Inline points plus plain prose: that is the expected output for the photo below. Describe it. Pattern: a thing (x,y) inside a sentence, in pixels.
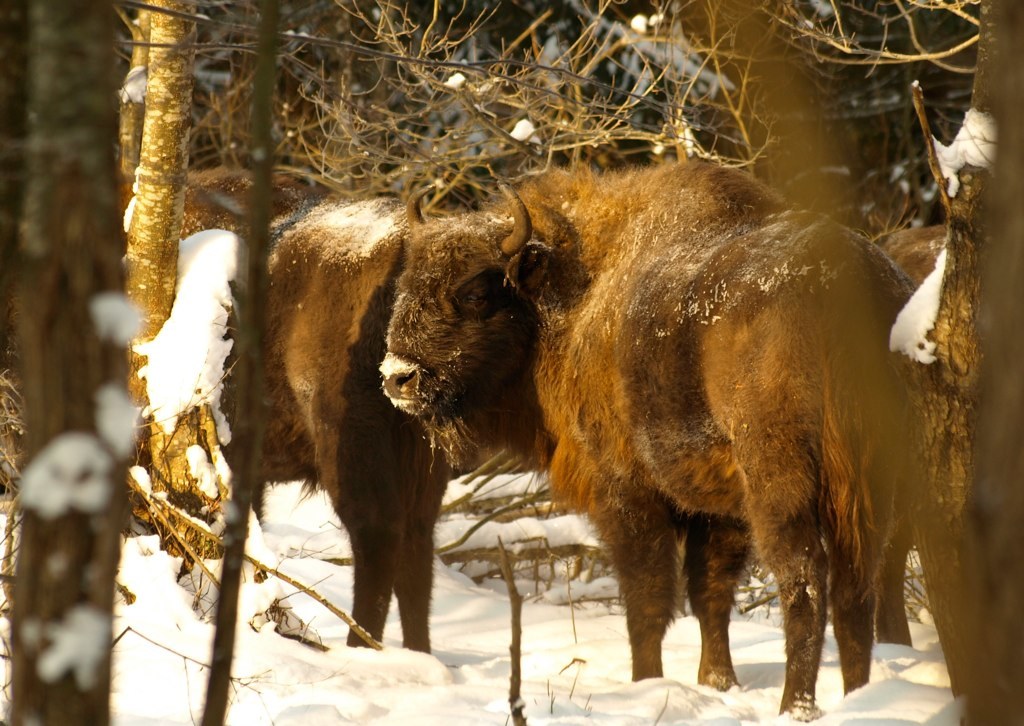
In the picture I can see few wild bison (652,183) are standing on the ice (571,642) and in the background (688,99), I can see dry trees (607,130) covered with snow (174,370). Here I can see the surroundings of the image are blurred.
